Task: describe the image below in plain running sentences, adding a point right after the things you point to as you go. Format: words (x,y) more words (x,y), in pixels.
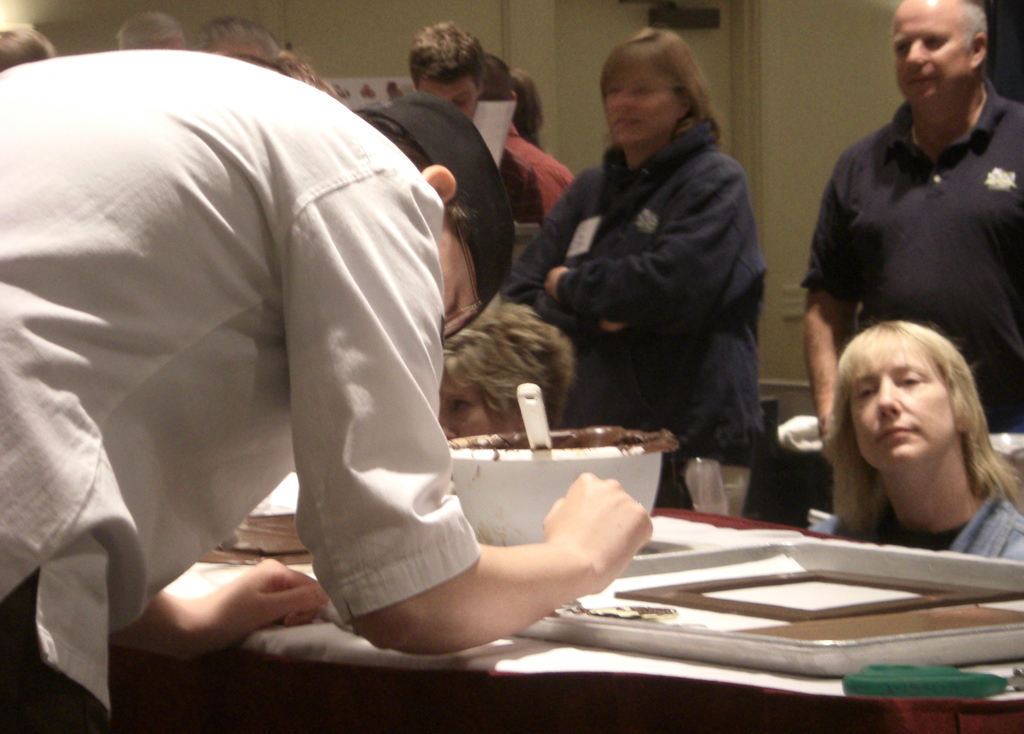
This picture describes about group of people (610,261) in front of them we can find a spoon (529,421), bowl (553,475) and a tray (857,562) on the table (837,711), in the background (803,132) we can see a wall (794,136).
